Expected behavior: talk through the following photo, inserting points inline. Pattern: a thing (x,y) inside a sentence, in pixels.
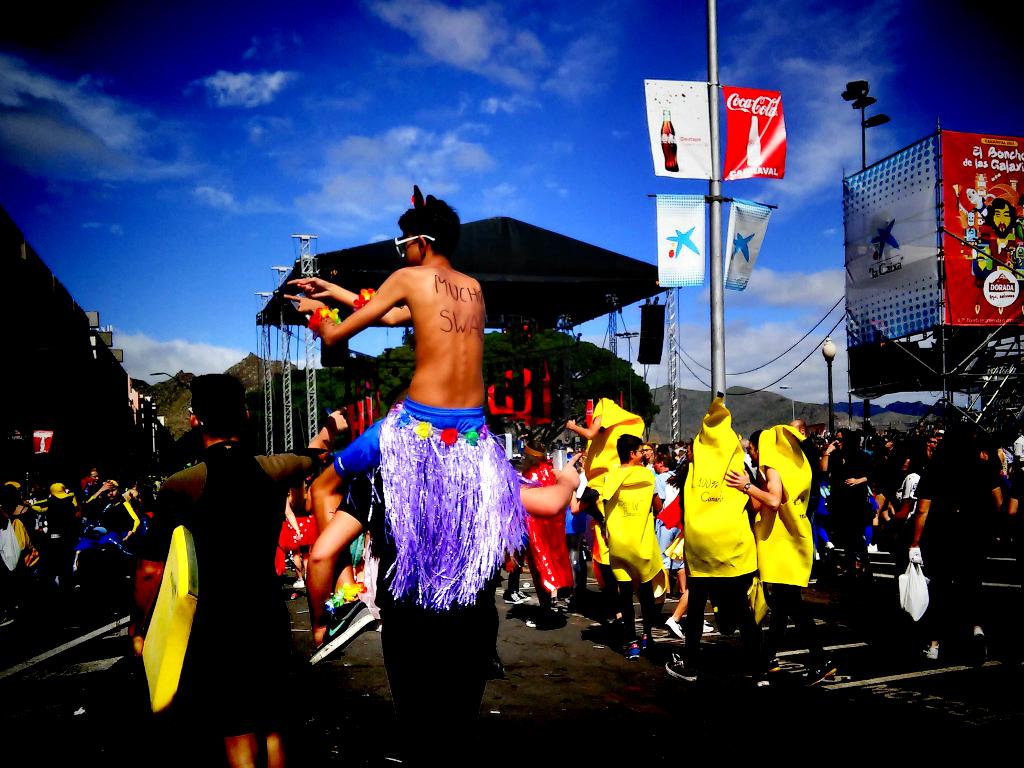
In this picture I can see three person's (390,503), a person (200,536) holding an object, a person (377,436) in a fancy dress (390,450) is on another person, and in the background (676,449) there are group of people (566,544) standing, there are lights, poles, lighting trusses (619,311), boards (697,281) or banners (677,283), trees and there is sky (224,254).
